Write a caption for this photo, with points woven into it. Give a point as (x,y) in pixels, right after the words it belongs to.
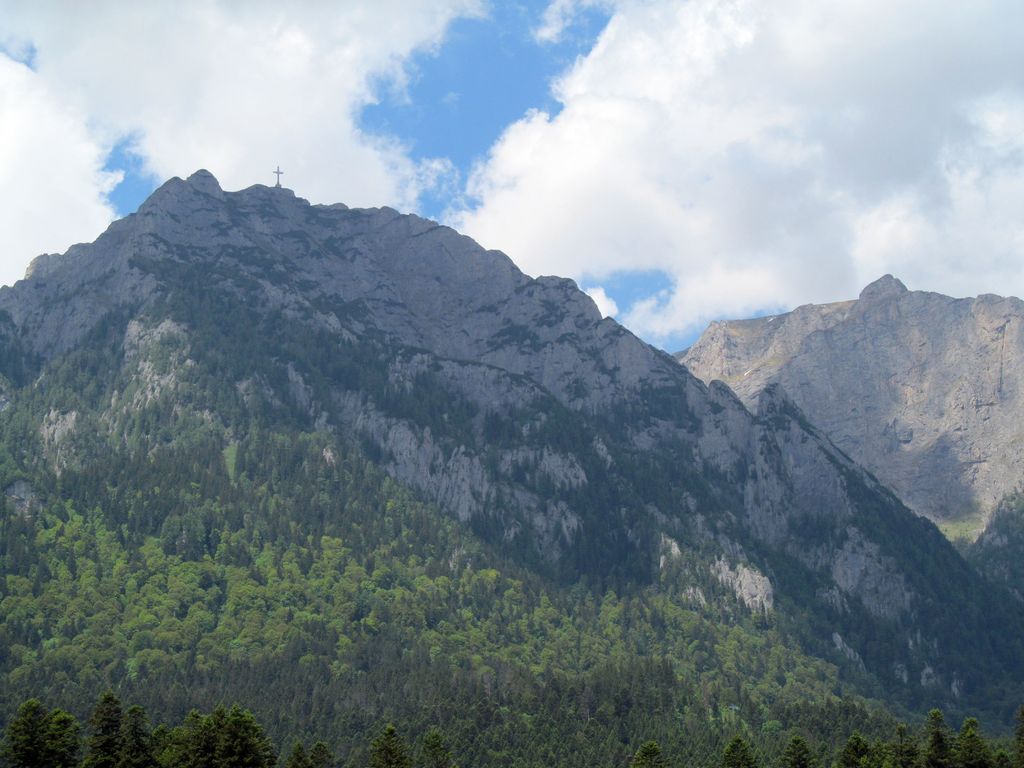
In this image in the foreground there are trees (198,506). In the background (614,352) there are mountains (739,454). There are clouds (296,168) in the sky (259,174).
